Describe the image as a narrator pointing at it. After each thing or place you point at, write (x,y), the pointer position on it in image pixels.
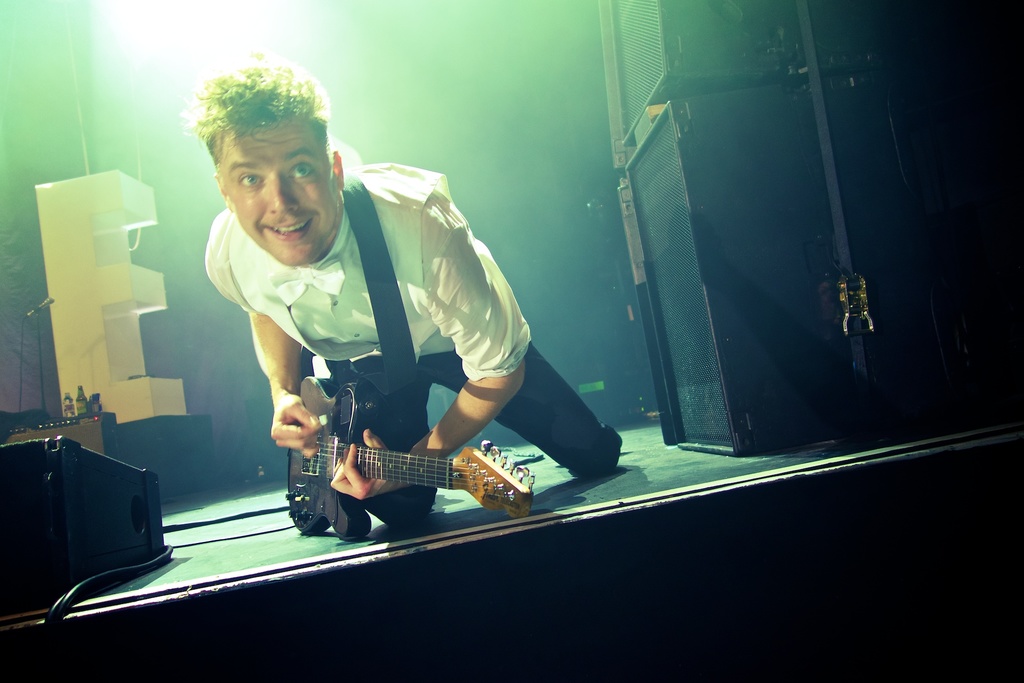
I could see a person (377,322) bending with the guitar (334,454) in his hands (349,457) to the right side (716,269) there are speakers (687,267) and to the left side (51,275) there is a statue (83,373) named as ¨E¨.
